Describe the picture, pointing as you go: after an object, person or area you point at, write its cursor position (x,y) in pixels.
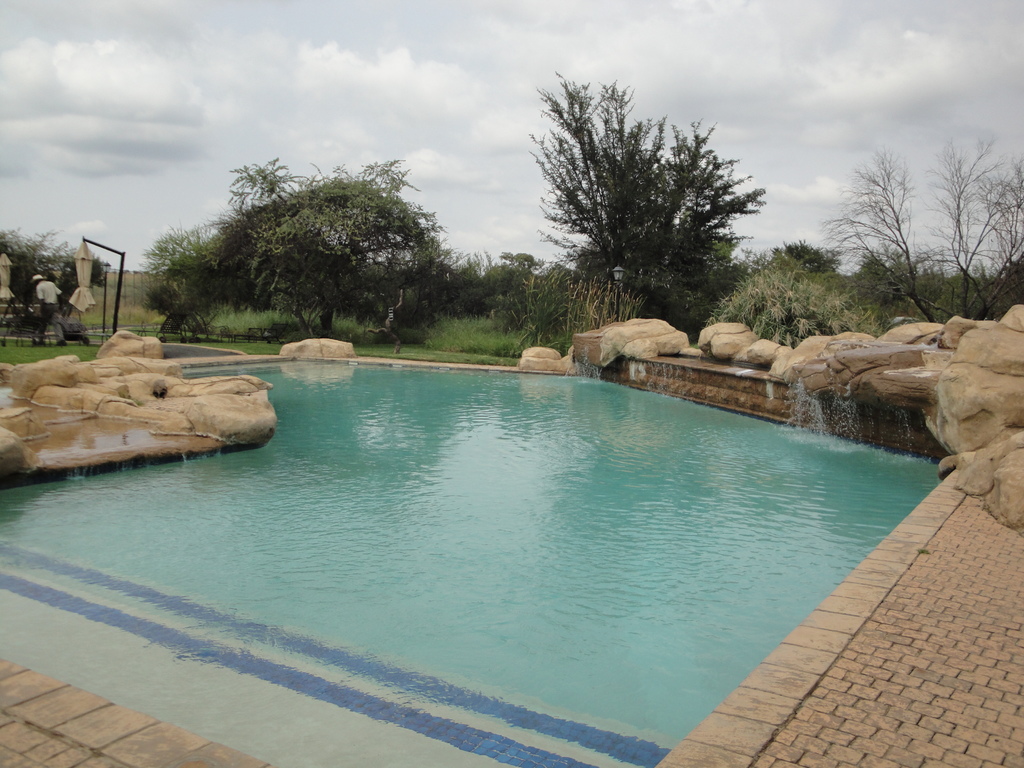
In the foreground of the picture (960,323) we can see swimming pool (383,518) and some stone constructions (53,408). In the middle of the picture (447,278) there are trees (166,240), pole (115,309), grass (124,298) and a person (45,306). At the top (387,89) it is sky (816,66).
